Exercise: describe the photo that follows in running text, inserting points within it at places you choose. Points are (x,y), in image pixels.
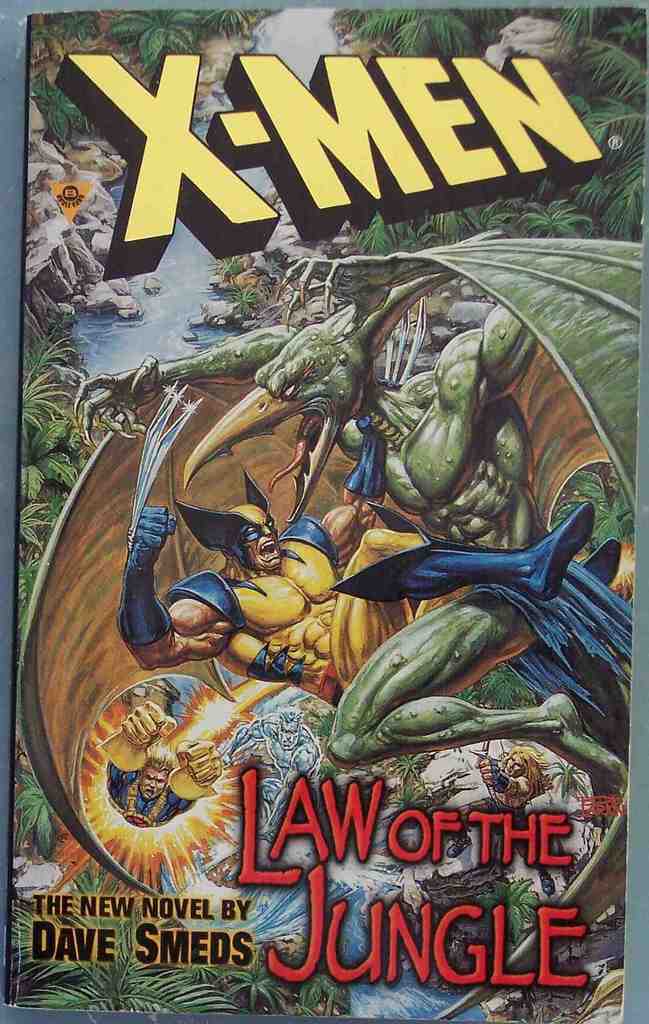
In this picture I can see there is a cover page (328,543), there are images of man (260,672), bird (345,703) and there are rocks (202,59), river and there are plants (640,61).
